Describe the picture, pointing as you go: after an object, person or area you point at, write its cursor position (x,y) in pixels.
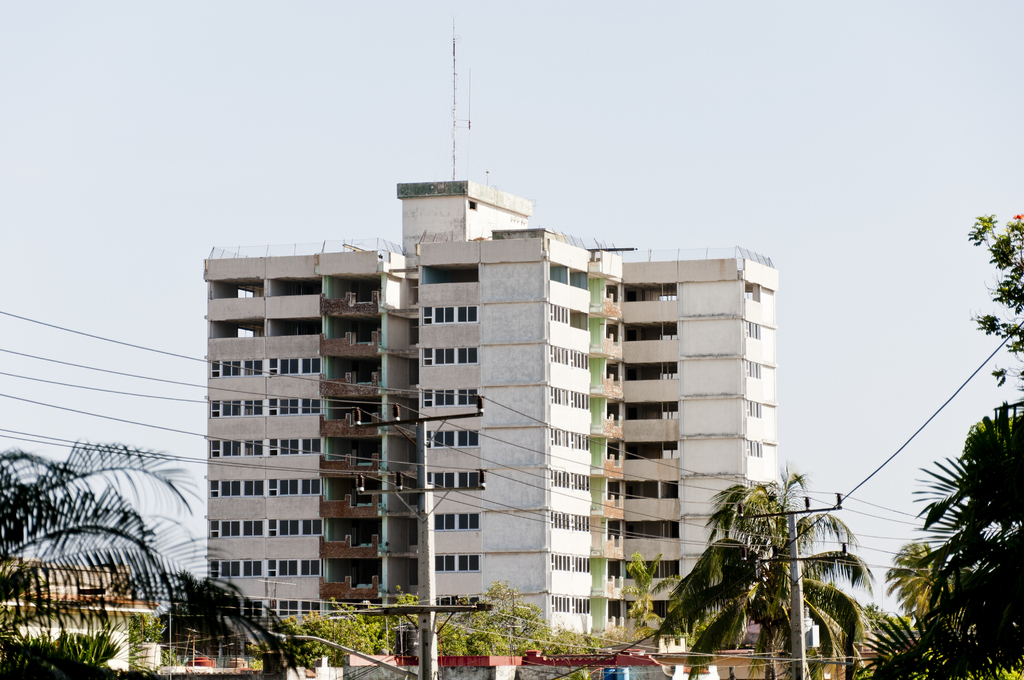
In this picture we can see buildings (486,530), trees (675,593), current poles (433,642) and wires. In the background of the image (595,151) we can see the sky (624,153).
